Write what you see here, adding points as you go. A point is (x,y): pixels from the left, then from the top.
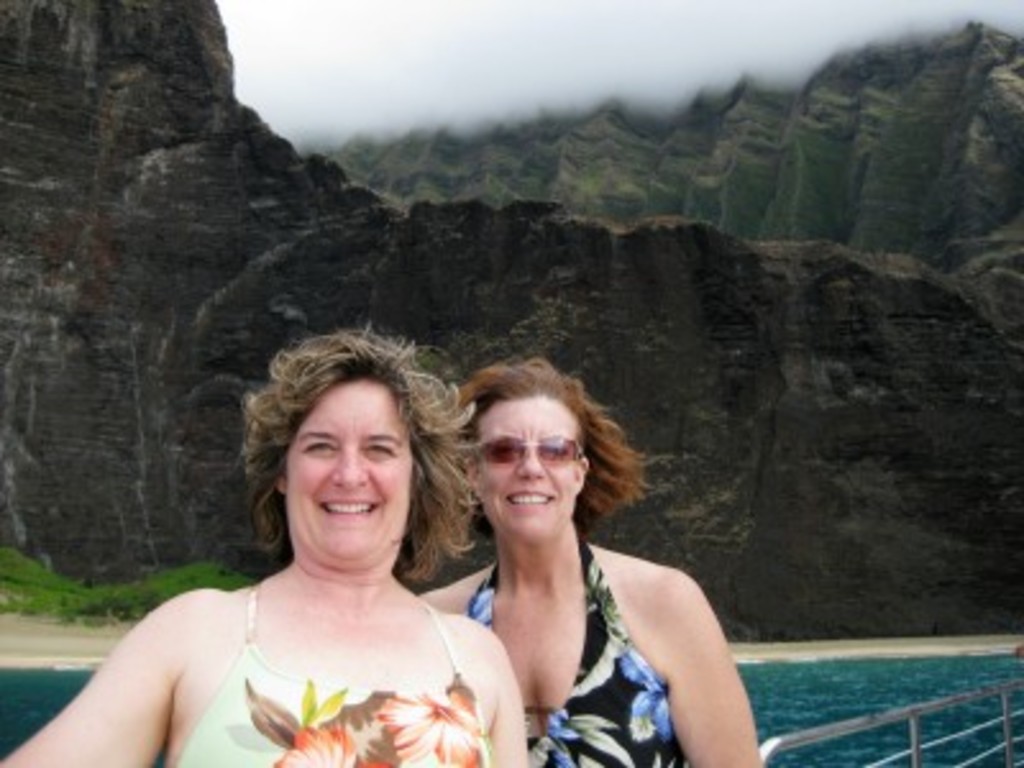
This is an outside view. Here I can see two women (438,643) smiling and giving pose for the picture. In the bottom right-hand corner (917,737) there is a railing (919,713). In the background (841,679), I can see the water (858,680) and rock mountains (592,281). At the top of the image (452,69) I can see the fog (499,77).
